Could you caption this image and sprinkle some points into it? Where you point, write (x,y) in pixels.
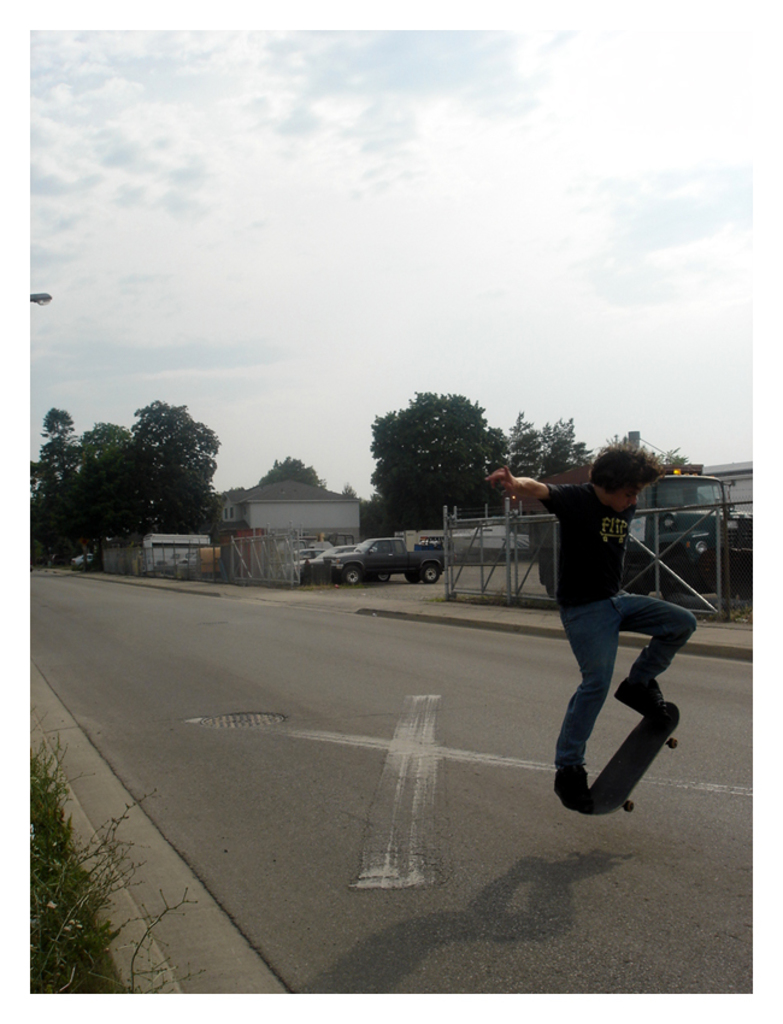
The image is taken on the street (511,662). In the foreground of the picture (585,736) we can see a person (568,763) skating. On the left (59,833) there are plants (59,863). In the middle of the picture (404,443) there are trees (316,482), buildings (282,532), footpath (160,584), cars (324,562), road (211,635) and other objects (497,521). At the top (394,194) it is sky (372,178).
